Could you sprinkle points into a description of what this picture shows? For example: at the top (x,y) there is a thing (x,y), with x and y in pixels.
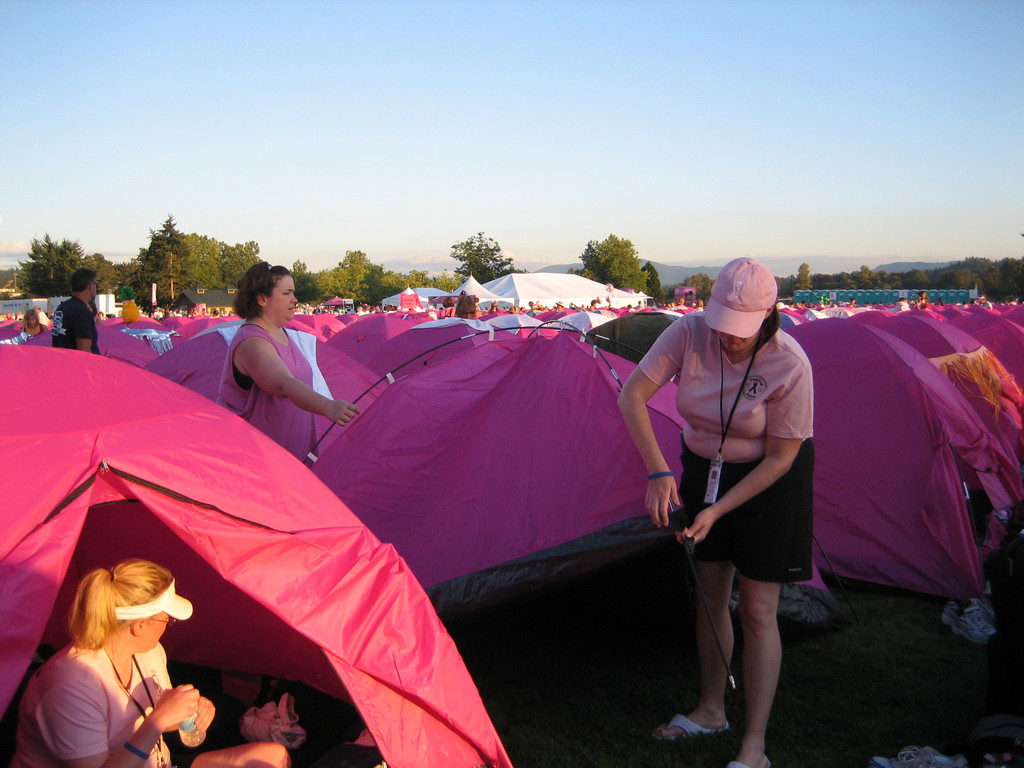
Here we can see tents (445,458) and people (249,411). Far there is a house (220,300) and trees (996,288). This woman (84,721) is holding a bottle (186,720).
